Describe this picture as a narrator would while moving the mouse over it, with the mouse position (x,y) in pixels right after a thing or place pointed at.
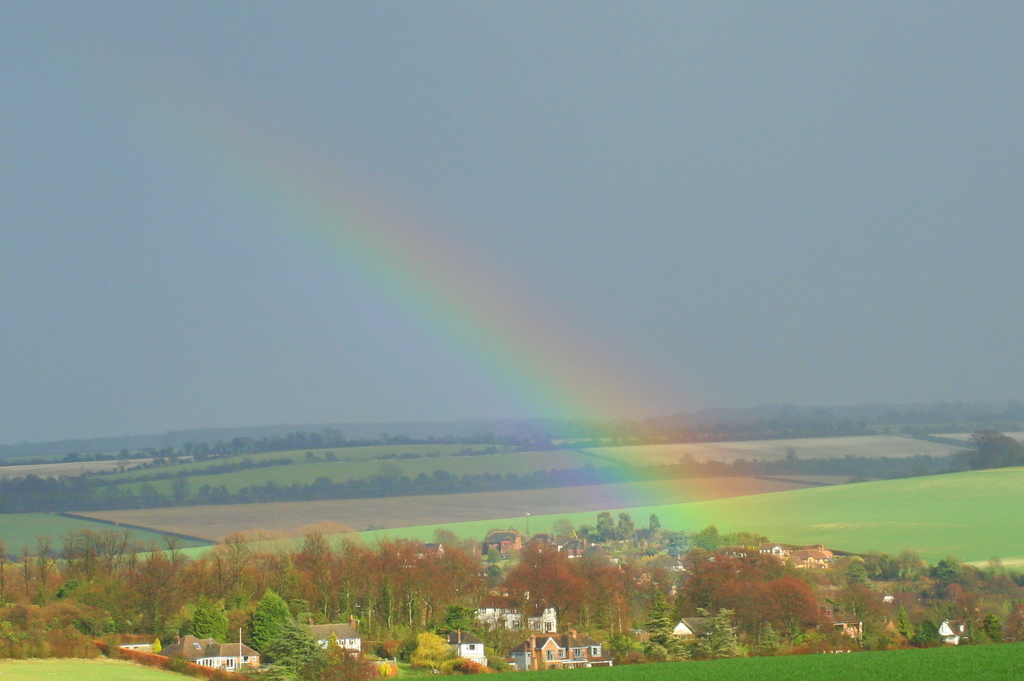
In this image I see number of buildings (233,667) over here and I see number of trees (447,565) and I see the grass (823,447) and in the background (799,16) I see the sky (432,119) and I see the rainbow (633,397).
